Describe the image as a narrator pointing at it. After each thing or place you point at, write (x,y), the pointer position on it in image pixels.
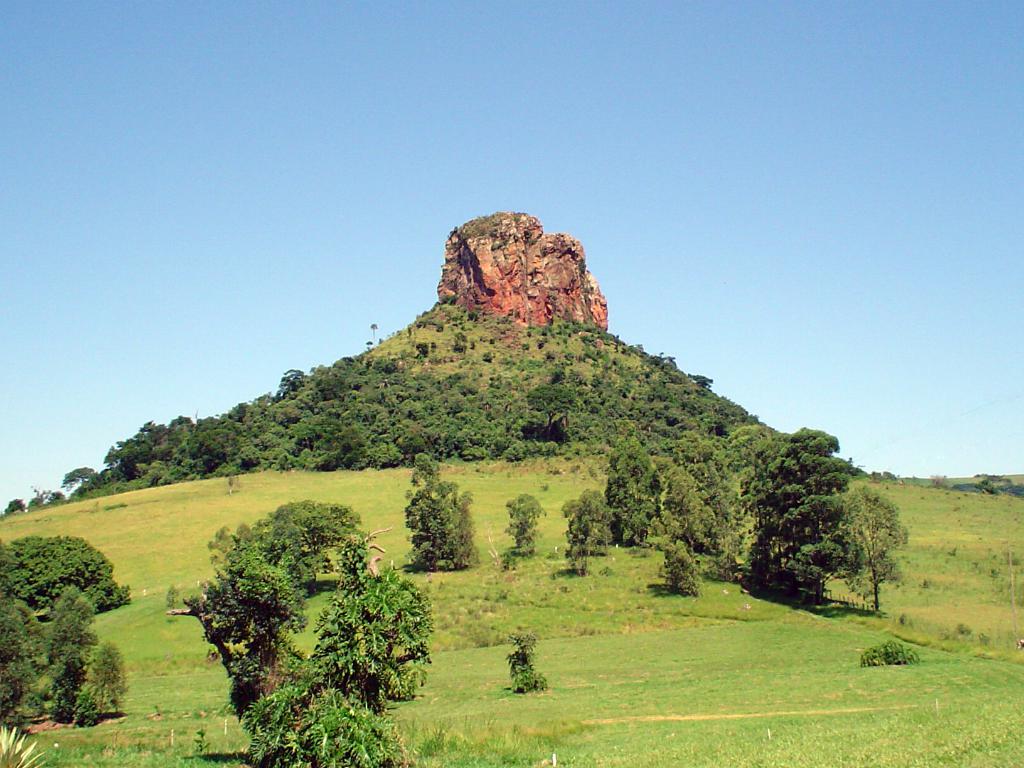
This image is clicked on the hill (585,598). There are trees (247,576) and grass (211,529) on the hill (559,660). In the center (514,284) there is a rock (516,280) on the hill (533,353). At the top (458,147) there is the sky (447,115).
